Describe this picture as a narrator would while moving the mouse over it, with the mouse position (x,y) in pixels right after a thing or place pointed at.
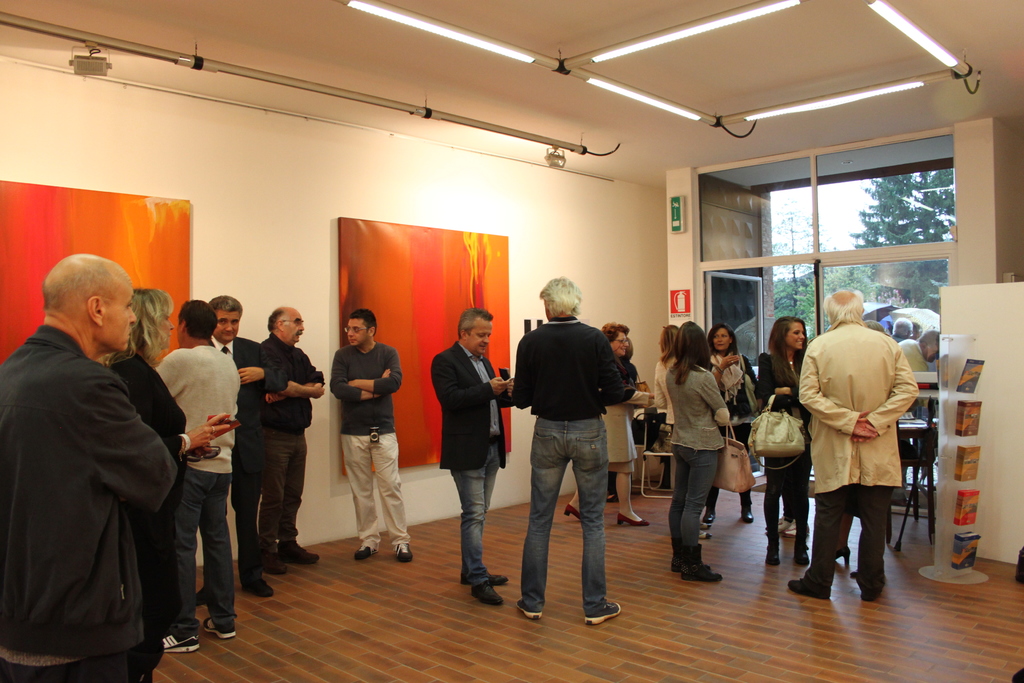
In this image we can see many people (545,467) standing. Some are holding bags (741,445). One person (381,426) is having a camera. In the back (267,205) there is a wall (291,198) with boards (426,286). On the ceiling (552,79) there are lights (684,106). And there is a door (755,289). Near to the door (712,276) there are sign boards (683,306). On the right side (954,498) there is a stand (944,489) with some items (965,379). Through the glass walls (833,268) we can see trees (863,285) and sky (825,233).
